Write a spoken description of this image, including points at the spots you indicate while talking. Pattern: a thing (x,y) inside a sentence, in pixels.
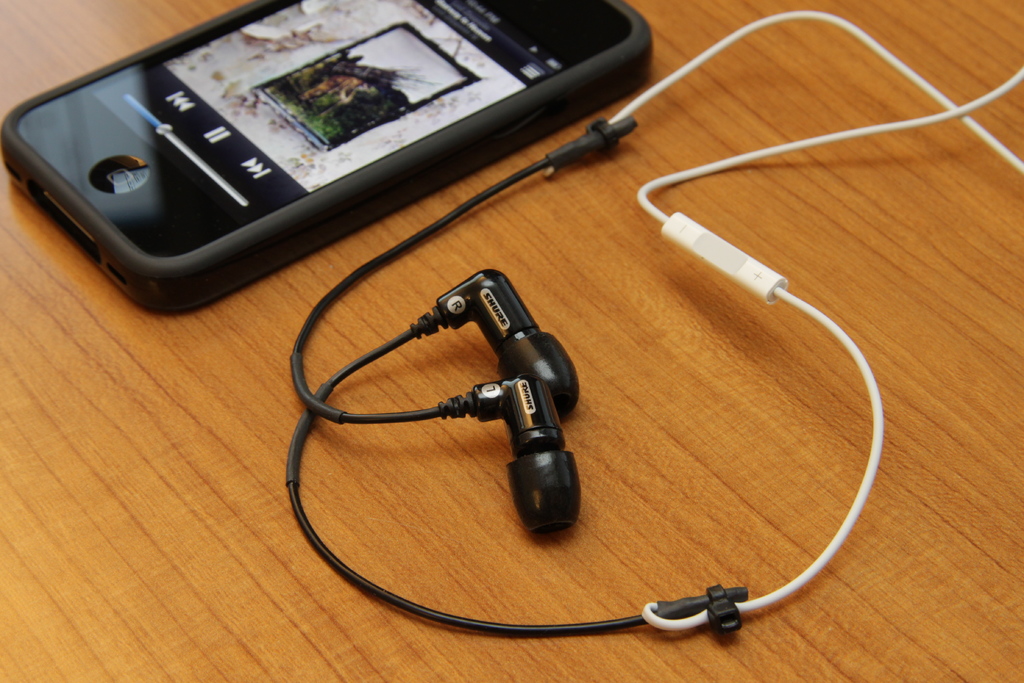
In the picture I can see a mobile phone (247,216) on which we can see something is displayed and earphones (554,388) are placed on the wooden surface (392,308).
